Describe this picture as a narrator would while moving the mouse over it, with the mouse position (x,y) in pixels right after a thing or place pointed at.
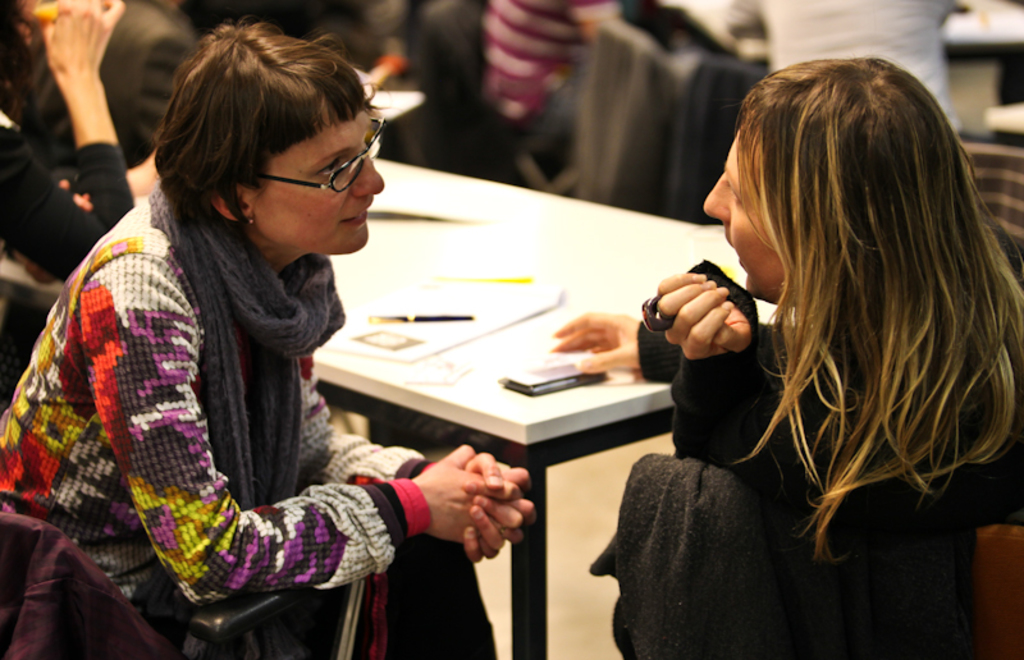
In the foreground of the picture (293,203) there are two persons (191,586) sitting in chairs (613,540), they are talking. In the center of the picture (515,280) there is a table (451,251), on the table (407,279) there are papers (509,314), pen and other objects (523,384). In the background (481,17) there are people (569,30), tables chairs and other objects (662,17).
